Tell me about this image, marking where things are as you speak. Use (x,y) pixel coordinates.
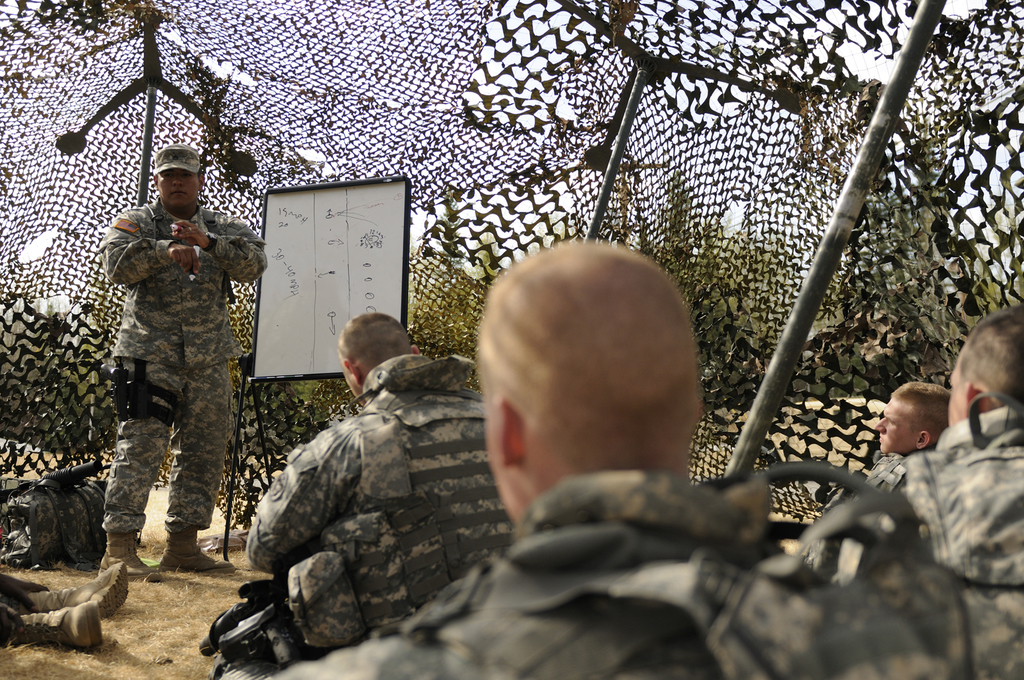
In this picture there is a man (182,363) who is standing near to the whiteboard (302,281). Beside him I can see the poles (144,170). At the bottom (648,630) I can see the army men (640,466) who are sitting on the ground (15,679). Beside him I can see the net (825,342). At the top (502,31) I can see the sky (515,61). In the bottom left (37,622) I can see the person's legs (44,610) who are sitting on the ground (28,670).
